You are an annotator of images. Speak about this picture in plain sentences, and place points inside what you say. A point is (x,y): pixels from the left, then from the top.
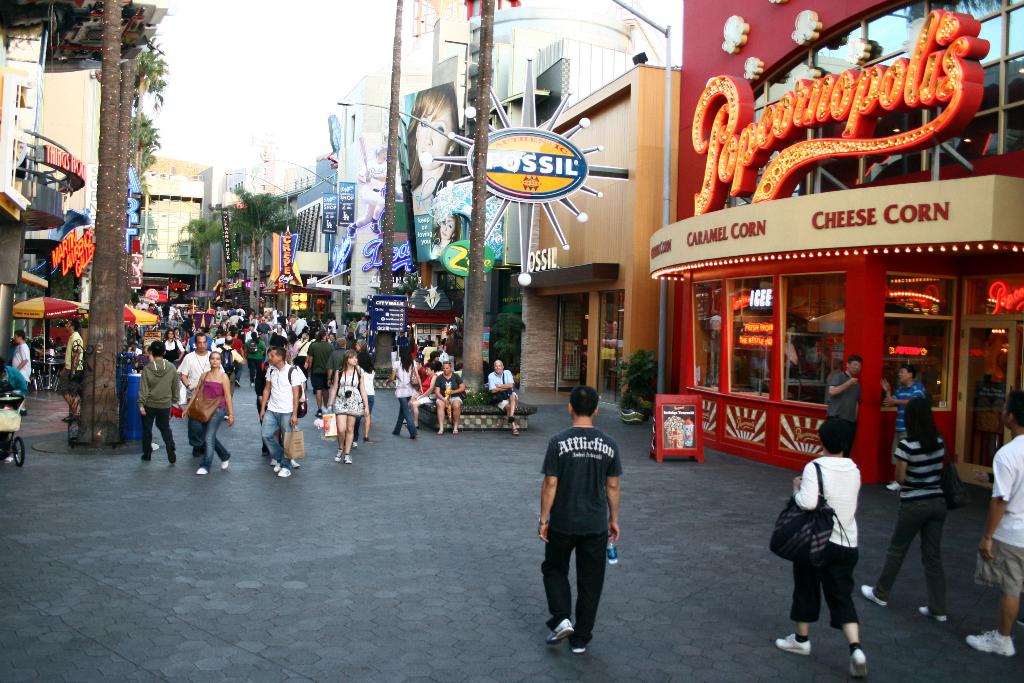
In this image we can see these people (832,496) are walking on the road (396,582), we can see boards (76,264), trees (106,413), light poles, stores (601,256), buildings (421,290), umbrellas (57,314) and the sky (170,112) in the background (167,79).
